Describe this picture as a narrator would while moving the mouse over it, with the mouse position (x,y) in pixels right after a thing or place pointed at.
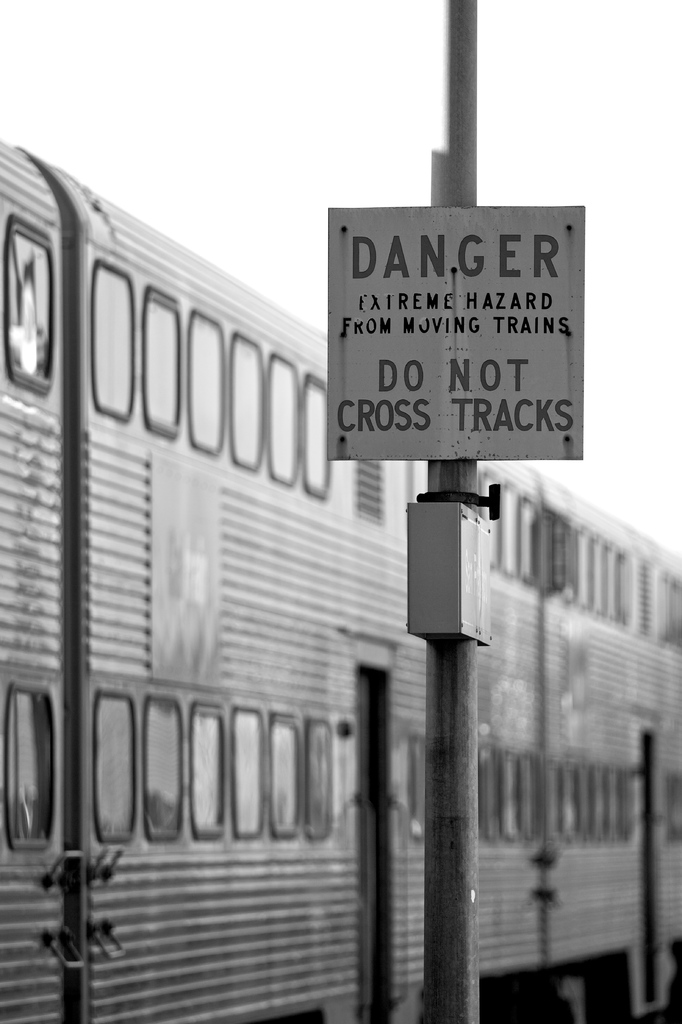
In the middle (374,441) it is a notice board (457,369) on the pole (471,480). In the left side (153,501) it looks like a train (281,725).
